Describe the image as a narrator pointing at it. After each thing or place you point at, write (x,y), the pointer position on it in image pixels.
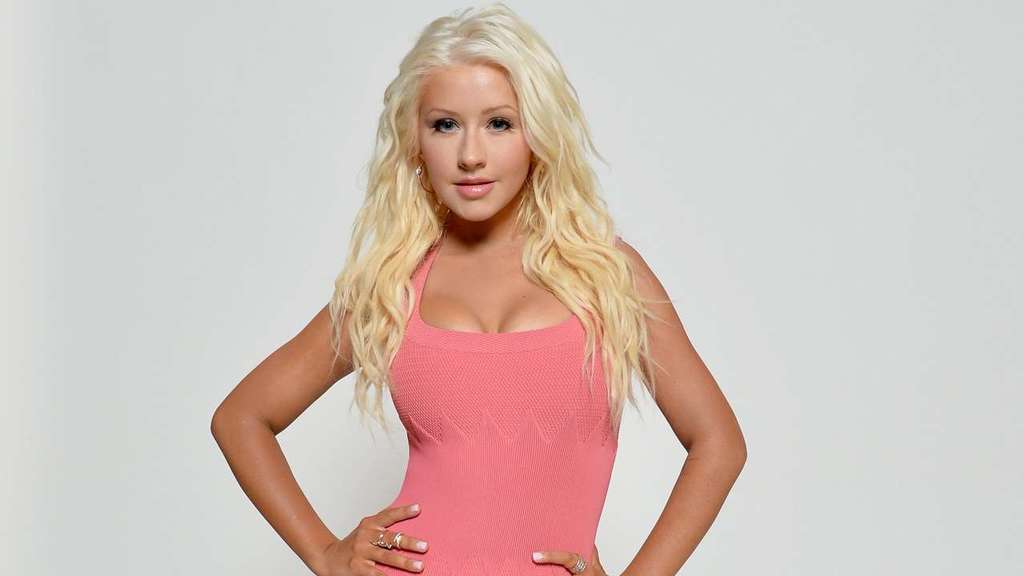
In the picture we can see a woman (505,335) standing and keeping her hands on her hip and she is wearing a pink top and cream color hair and behind her we can see a white color surface (671,178).
